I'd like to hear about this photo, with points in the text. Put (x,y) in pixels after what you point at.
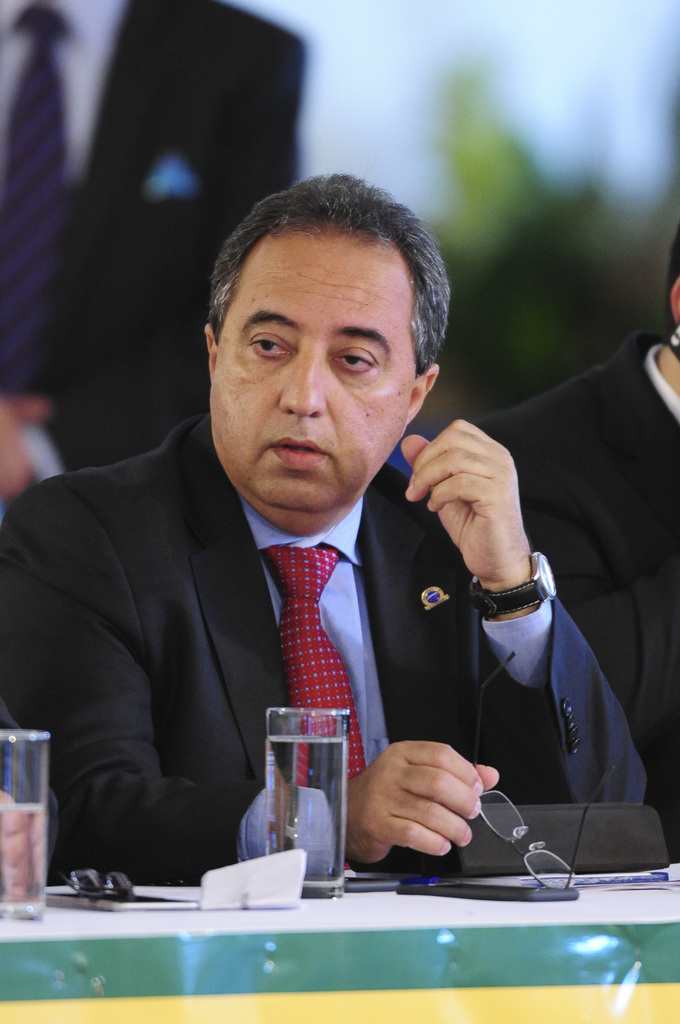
Two men (213,621) are sitting at a table (227,914). Both are wearing suits (547,552). There are two glasses (24,861), two mobile phones (507,889) and some items (101,891) on the table (417,912). There are few other people (106,218) in the background (106,218).
